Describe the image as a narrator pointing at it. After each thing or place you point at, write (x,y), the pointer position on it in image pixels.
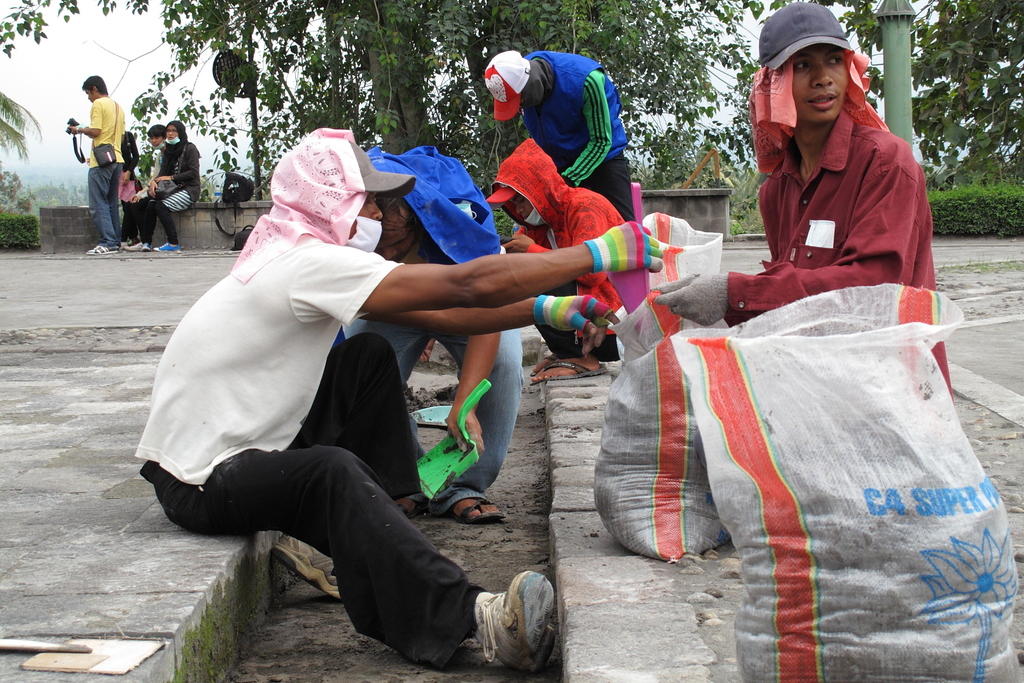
In this picture I can see there are few people (373,386) sitting here and they are holding few objects (601,468) and in the backdrop (152,192) I can see there are few other people (152,177), they are also wearing masks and they are sitting. There are plants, trees (463,39) and the sky (44,156) is hazy.
